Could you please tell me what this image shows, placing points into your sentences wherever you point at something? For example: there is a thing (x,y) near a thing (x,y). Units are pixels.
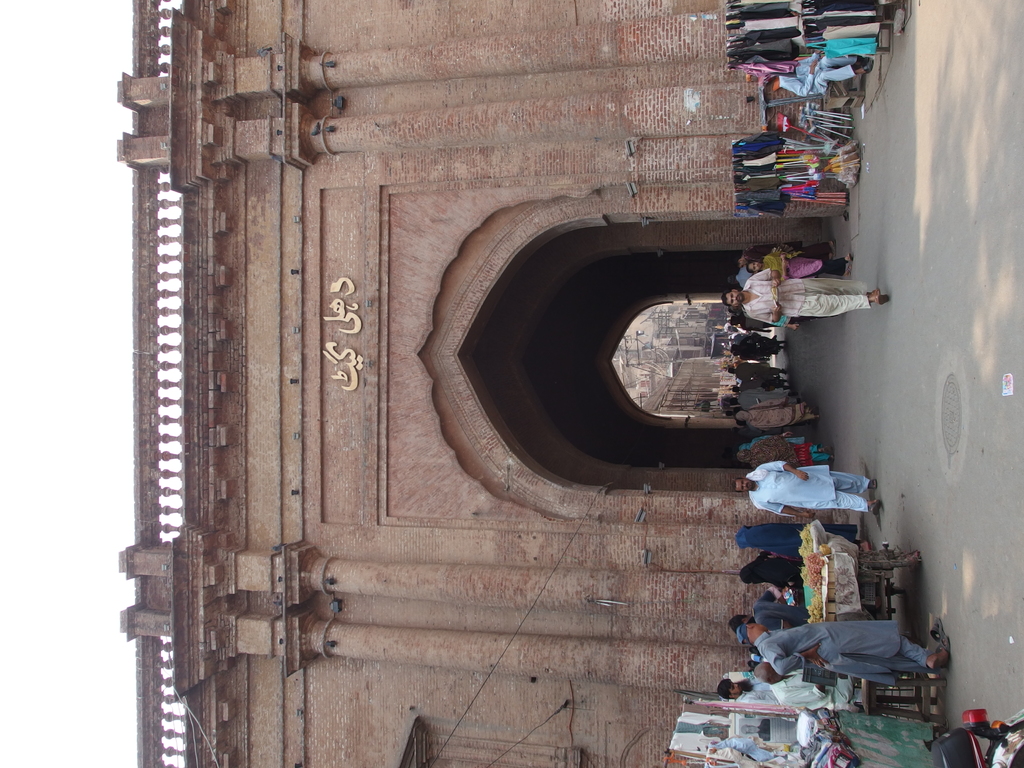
In this picture we can see a few people (793,311) walking on the path (861,264) and some are standing on the path (873,407). There are clothes (754,184) and other things (807,132) are visible on the right side of the image (756,130). We can see a table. Some things (808,600) are visible on a cart (846,566) and a vehicle (1010,724) on the left side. There is some text (356,377) visible on a wall (475,512). We can see a few arches (548,364) and other things (660,371) in the background (707,385).
